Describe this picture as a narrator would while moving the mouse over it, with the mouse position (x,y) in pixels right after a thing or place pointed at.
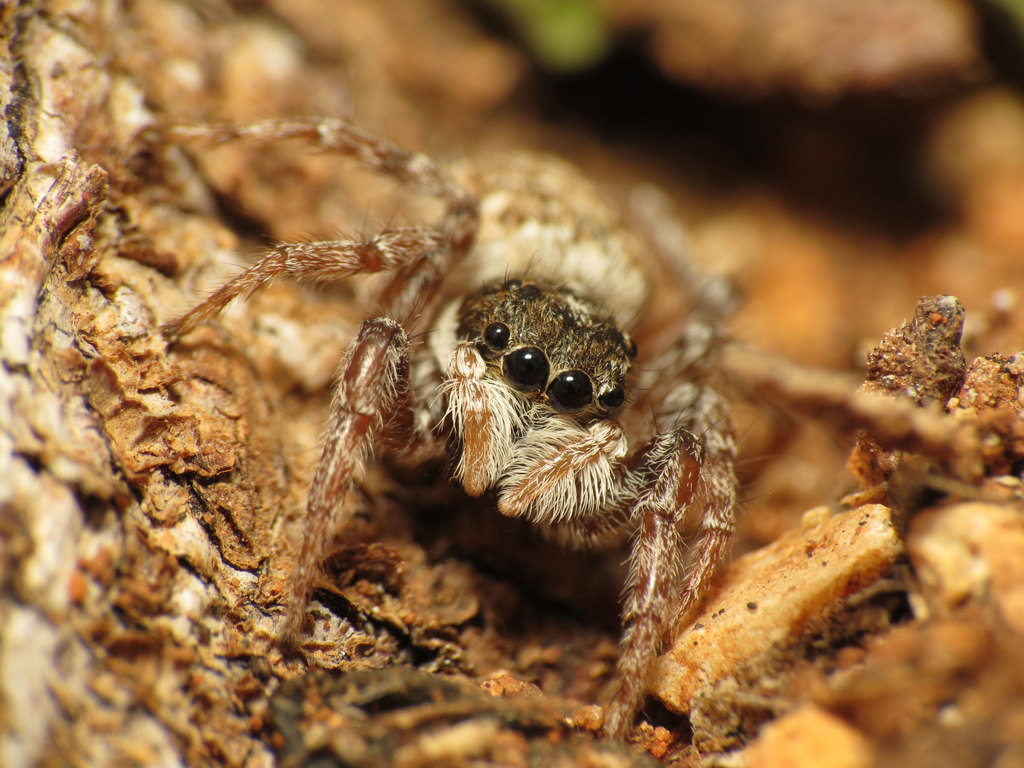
In this image we can see spider (549,364) on a wood (373,296). In the background (699,239) it is blur.
